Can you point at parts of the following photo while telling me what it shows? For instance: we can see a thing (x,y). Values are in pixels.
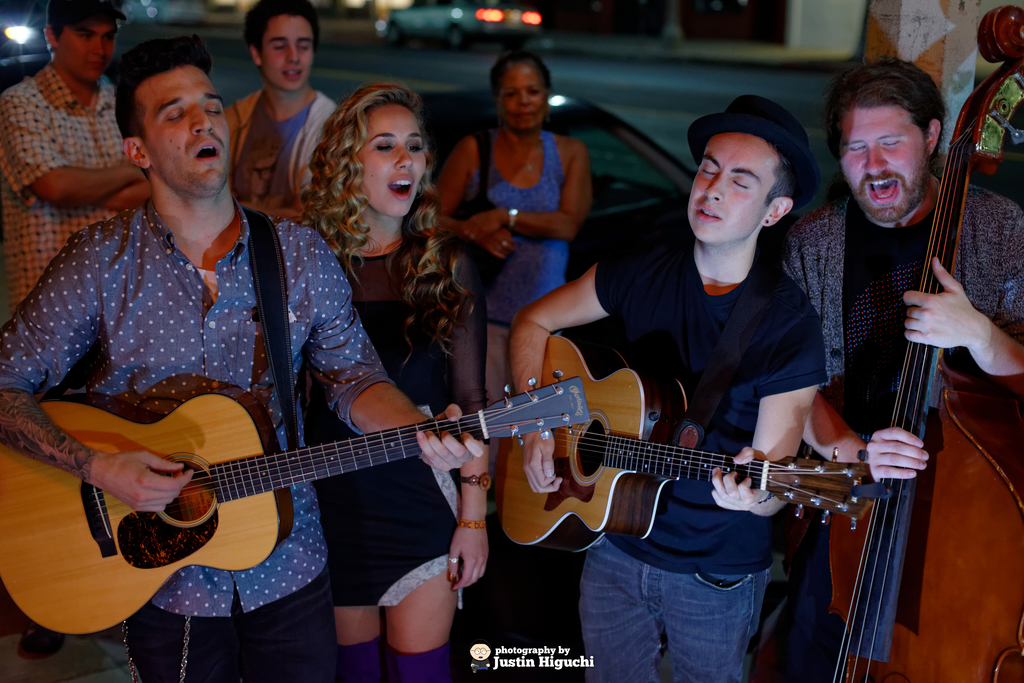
In this picture we can see a group of people (761,179) consisting of man (303,133) and woman (330,144), here woman (309,204) is singing and this two men (681,273) are holding guitar (569,374) playing and on right side (861,220) person (871,236) playing double bass (900,407) and in background (490,9) we can see car (489,30) on road (472,81).
